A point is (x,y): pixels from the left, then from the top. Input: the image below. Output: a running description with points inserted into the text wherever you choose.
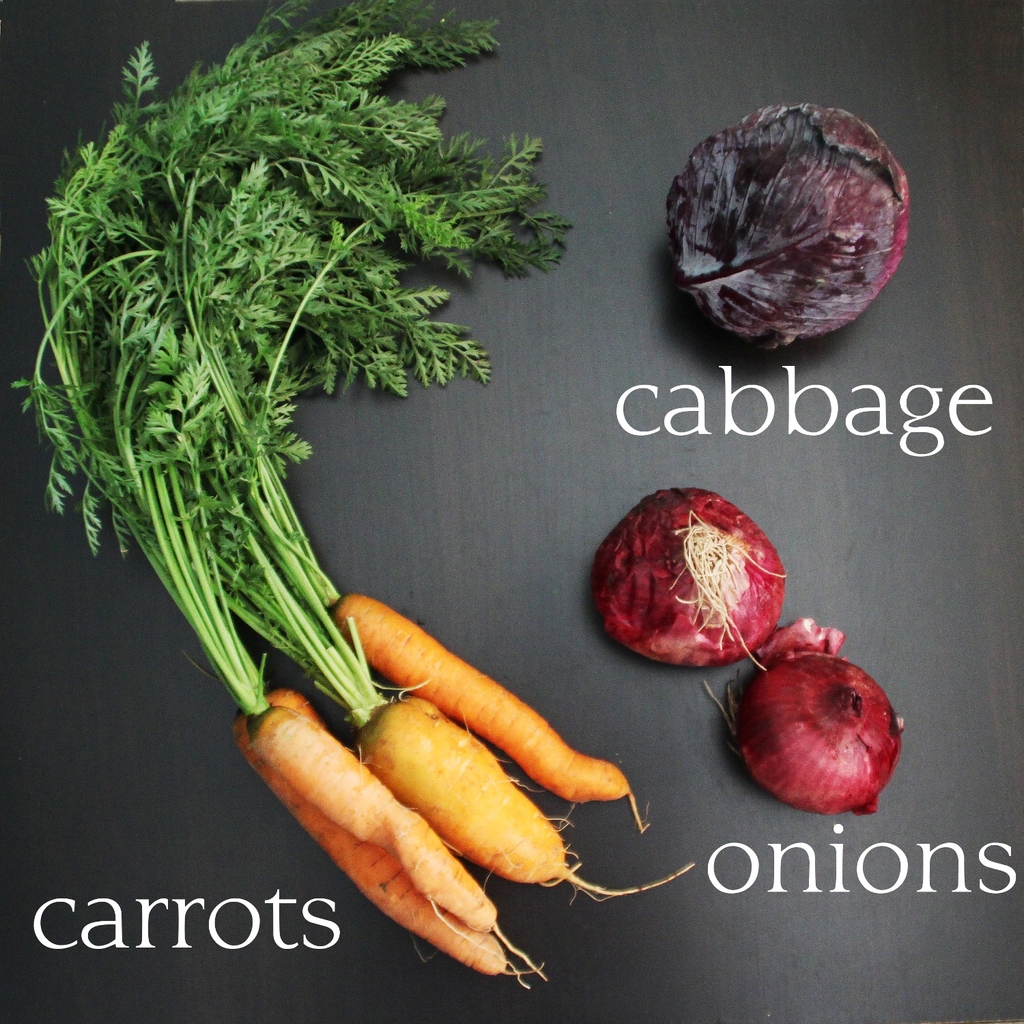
As we can see in the image there are carrots (304,728), onions (676,612) and a cabbage (777,223).
